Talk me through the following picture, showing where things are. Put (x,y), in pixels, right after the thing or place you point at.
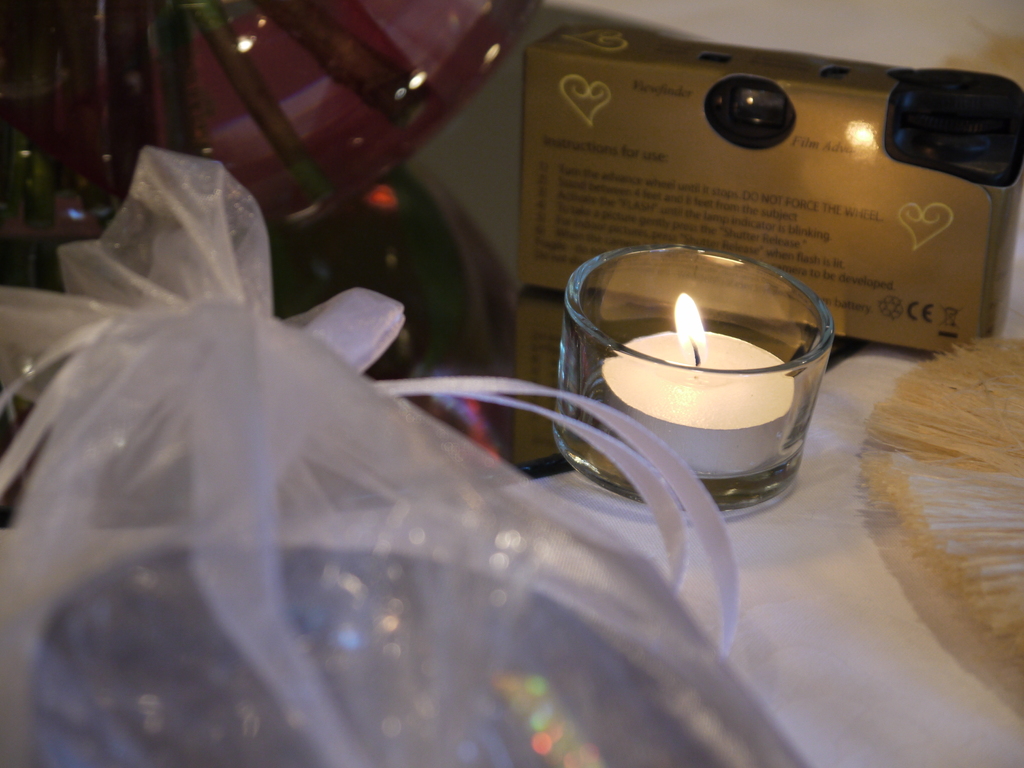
In this image we can see a candle (697,312) with flame (700,346) in the glass (699,308), cover (472,523) and brush (916,544) on a platform (752,605) and we can see carton boxes (679,166) and objects (402,136).
